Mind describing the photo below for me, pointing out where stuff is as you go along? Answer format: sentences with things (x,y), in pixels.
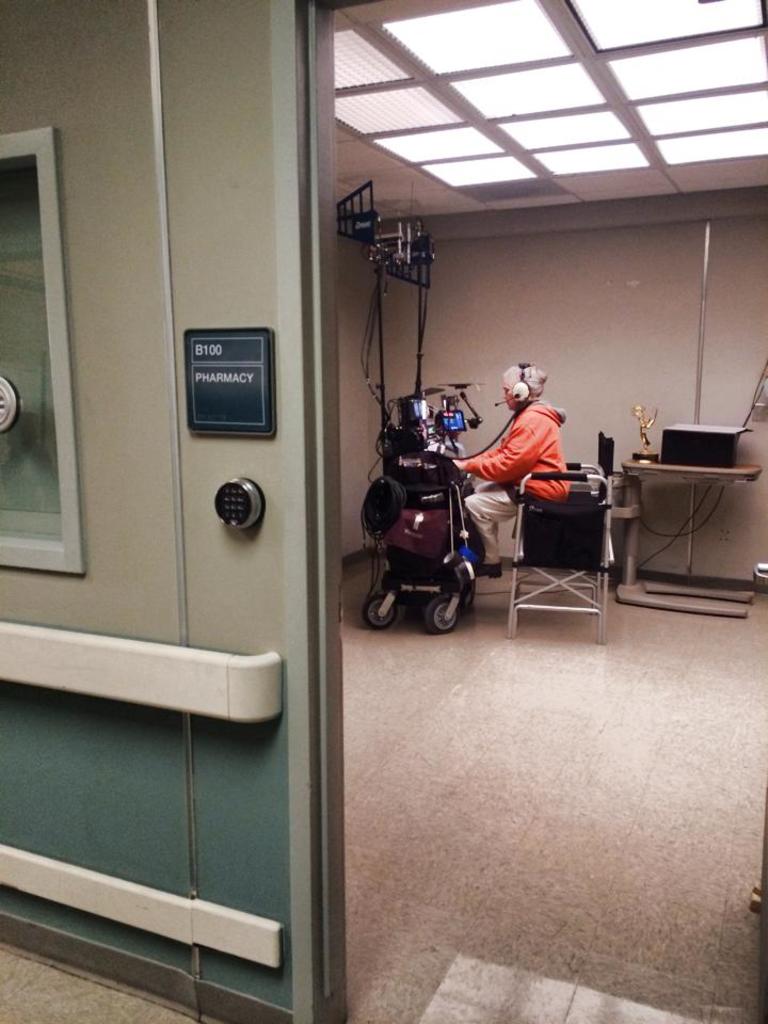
In this image there is a person (509,467) sitting on a chair (569,502). The person (540,406) is wearing a headphones (527,395). In front of the person (509,380) there is a machine (421,498). Behind the person (536,397) there is a table (695,472). There is a box (678,458) on the table (644,471). In the background (569,273) there is a wall (491,235). There are lights (542,83) to the ceiling (632,124). To the left (110,510) there is a wall (148,527). There is a board (225,381) with text (238,383) on the wall (176,395).
